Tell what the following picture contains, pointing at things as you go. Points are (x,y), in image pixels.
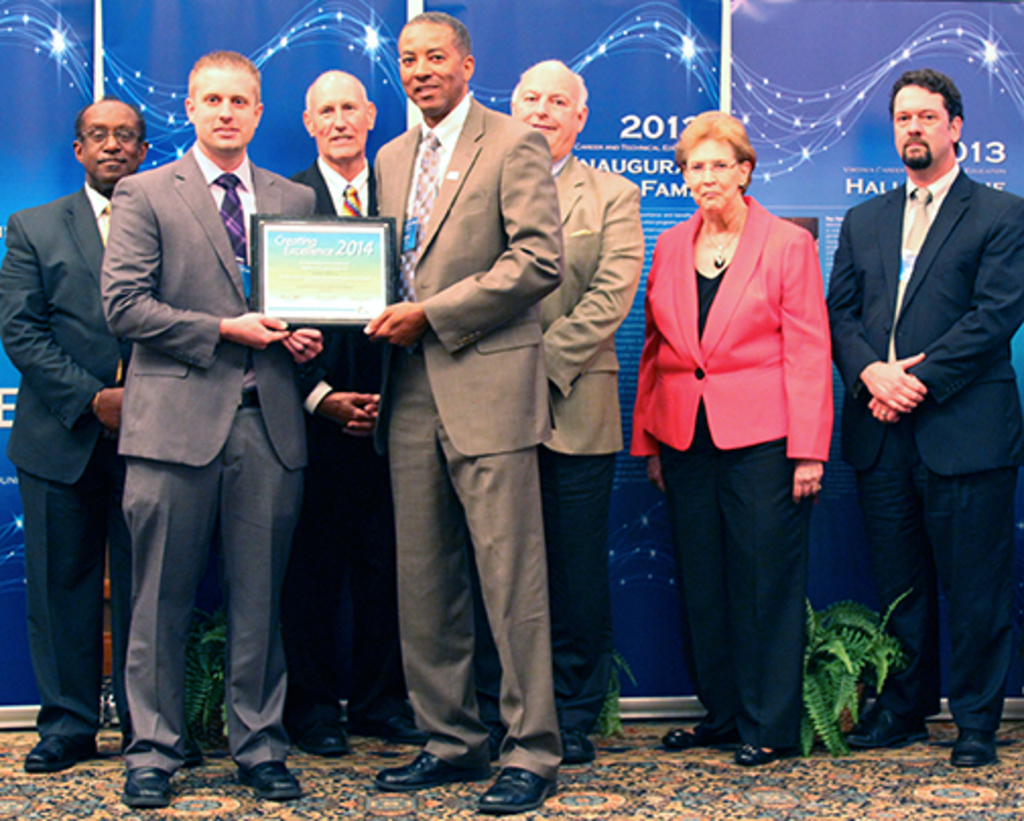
In this image, I can see a group of people (598,198) standing. Among them two persons (464,262) are holding a certificate (298,290). Behind the people (544,129), there are boards (845,201) and house plants (219,695) on the floor (381,796).
